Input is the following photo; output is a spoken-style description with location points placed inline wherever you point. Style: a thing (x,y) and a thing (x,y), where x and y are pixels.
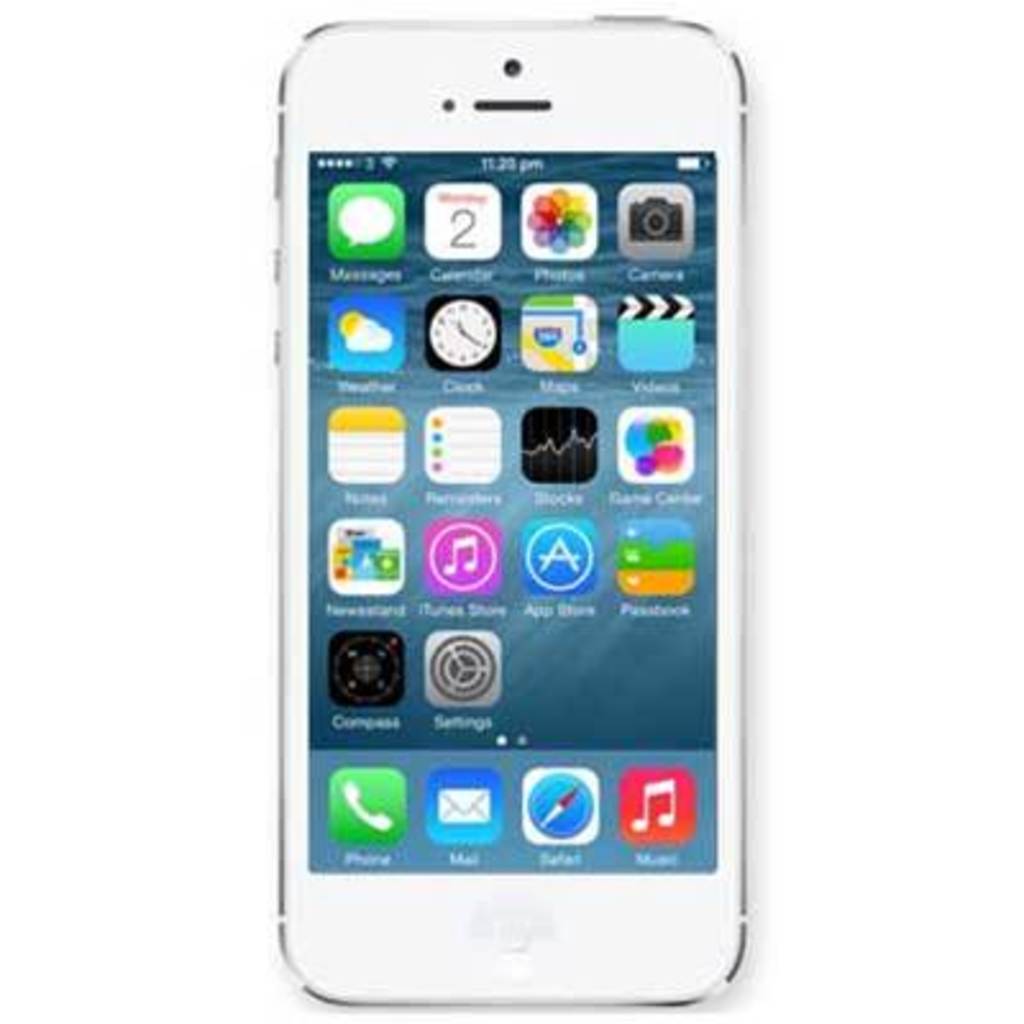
In this image, we can see a mobile (613,223), in the mobile (559,312), we can see some pictures (589,479) and text (673,388). In the background (921,96), we can see white color.
